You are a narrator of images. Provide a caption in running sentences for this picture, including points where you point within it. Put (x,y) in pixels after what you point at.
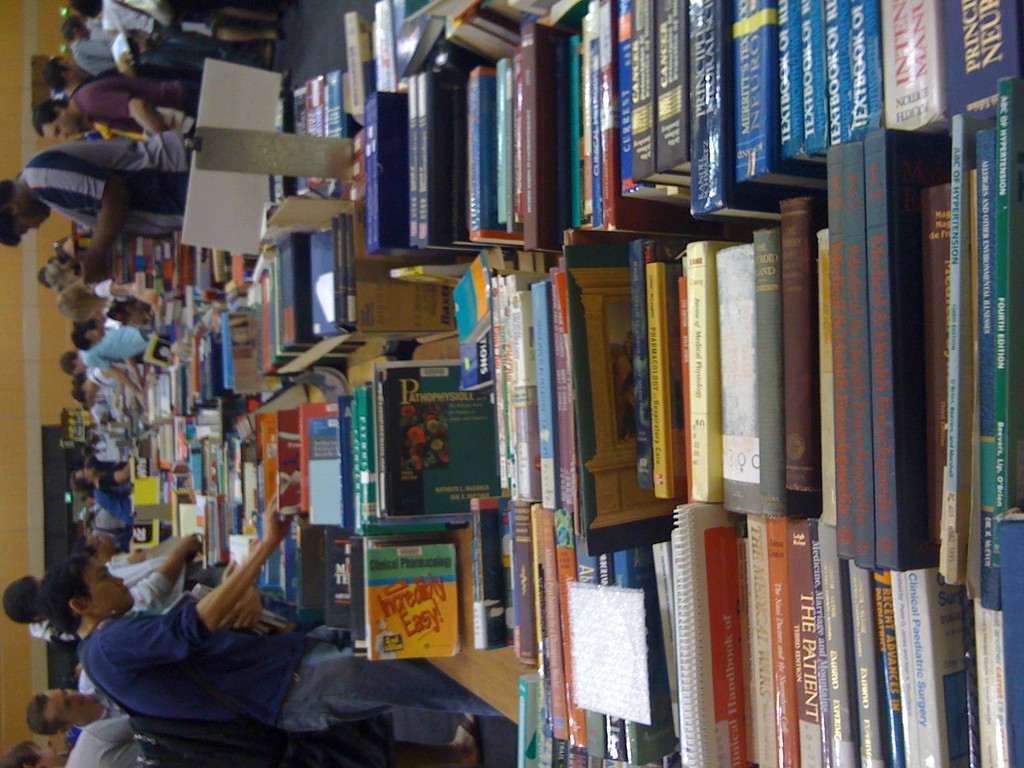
In this image, we can see so many books (661,423), wooden table (514,681). On the left side of the image (297,743), we can see a group of people (324,724) are standing. Few (248,596) are holding books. Background (44,337) there is a wall (51,326) and sign boards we can see here.
